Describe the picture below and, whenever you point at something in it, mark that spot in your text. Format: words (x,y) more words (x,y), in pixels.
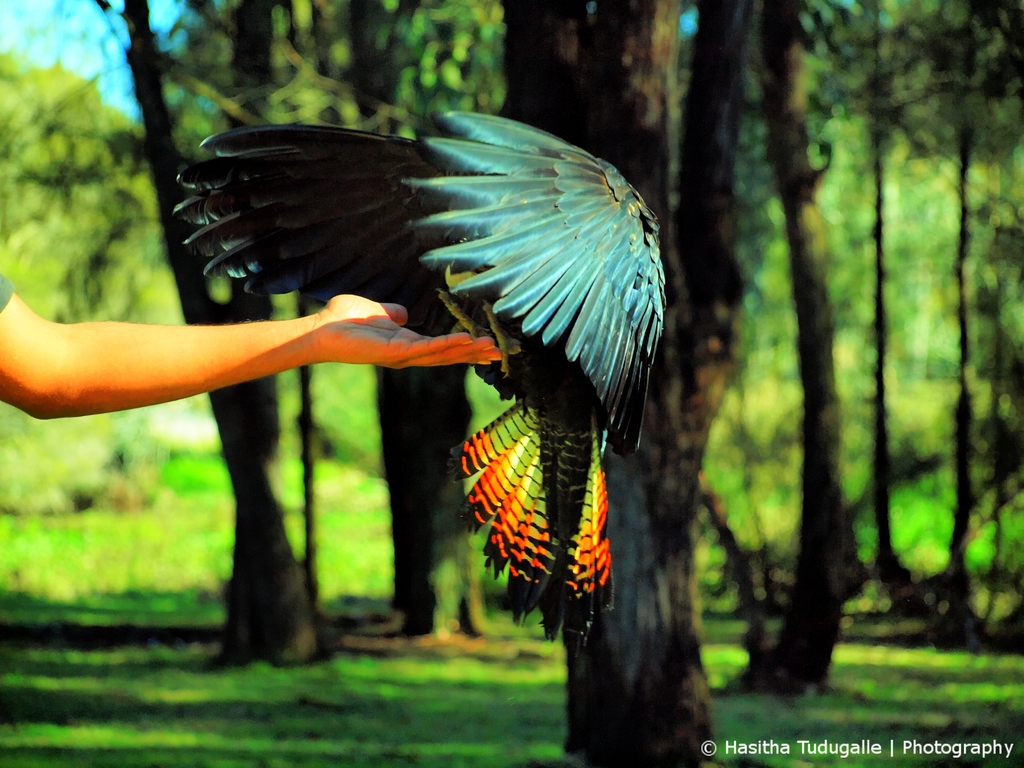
In this picture, we see the bird (486,319) in yellow, orange, black and green color is on the hand (459,339) of the person (170,346). There are trees (674,309) in the background (694,669). At the bottom (291,715), we see the grass (363,698). This picture is blurred in the background (689,574). This might be an edited image.
